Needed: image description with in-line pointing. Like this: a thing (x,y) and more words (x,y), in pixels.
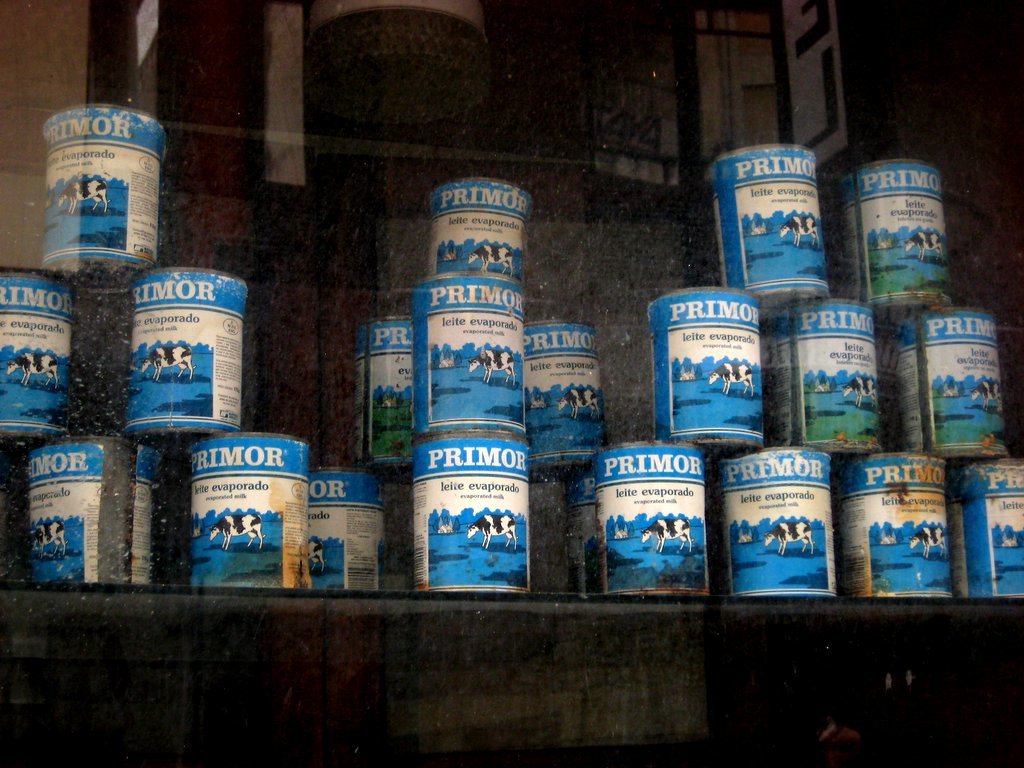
This image consists of cans (812,561) on a rack (413,603) and a wall (650,427). This picture might be taken in a shop.
